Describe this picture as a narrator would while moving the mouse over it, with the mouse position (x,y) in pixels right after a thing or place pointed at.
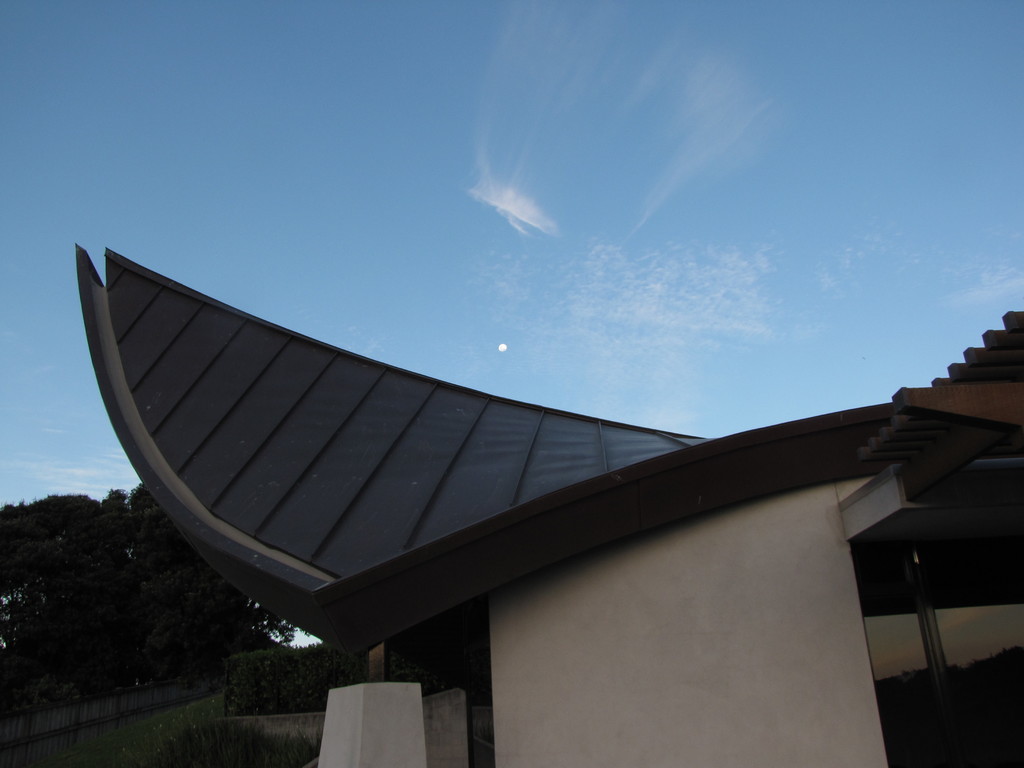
In this picture we can see grass (137,752) at the bottom (148,738), in the background (113,583) there are trees (97,559), we can see a building (717,627) here, there is the sky (604,128) at the top of the picture (644,110).
